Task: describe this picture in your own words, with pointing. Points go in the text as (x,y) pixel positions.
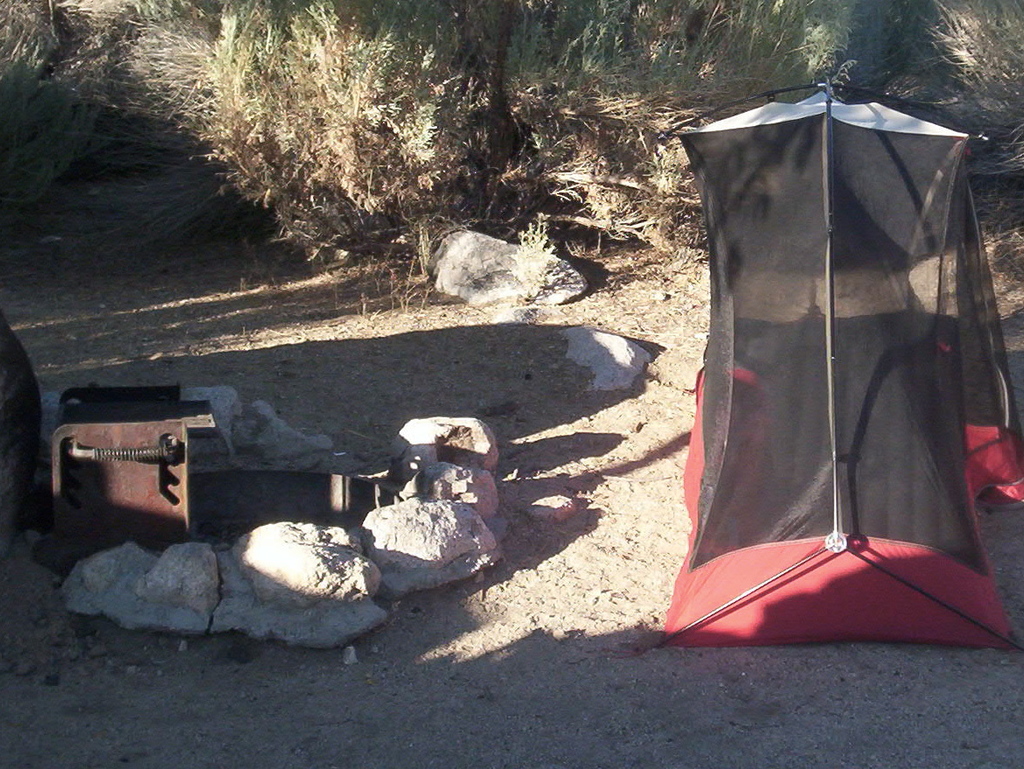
In this image we can see a tent (735,466), stones (281,441), shredded leaves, shrubs (465,170) and lawn straw (955,65).
